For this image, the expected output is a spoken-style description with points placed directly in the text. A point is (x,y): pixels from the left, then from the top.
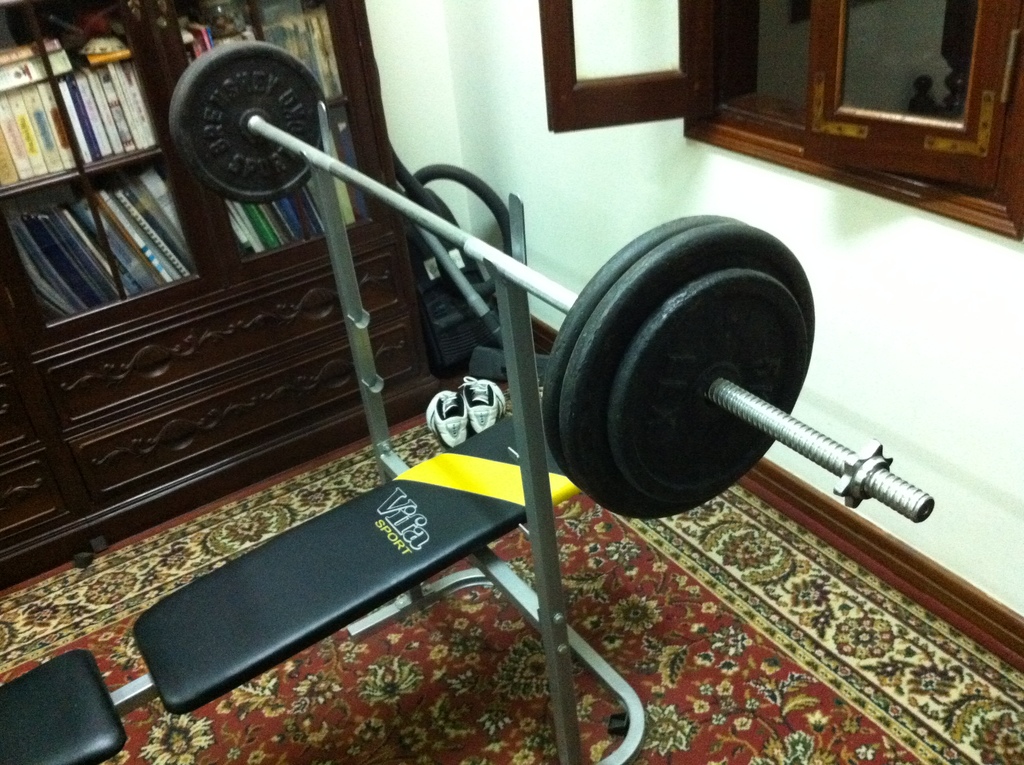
In the center of the image (587,405) we can see a weightlifting (364,324). At the bottom (684,707) there is a carpet (536,685) and we can see shoes (494,414). In the background (269,368) there is a stand (142,331) and we can see books (123,241) placed in the stand (144,347) and we can see a window (844,101). There is a wall (495,72).
